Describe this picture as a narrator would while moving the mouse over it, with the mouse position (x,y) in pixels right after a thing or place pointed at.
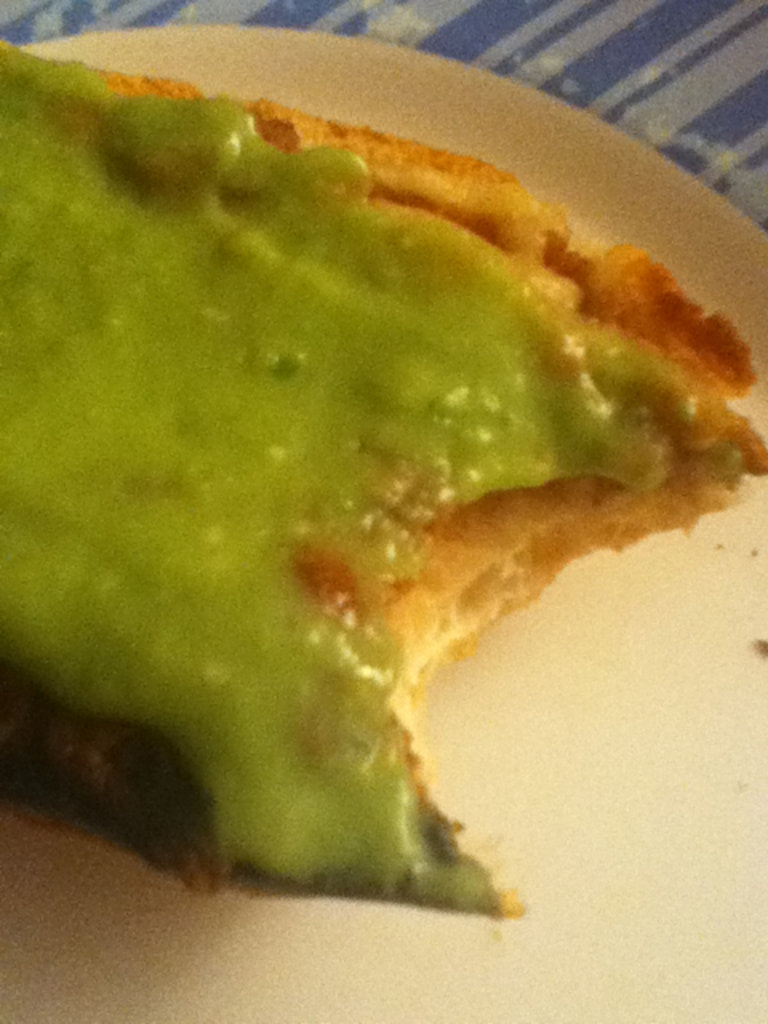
This image consist of food (319,639) which is on the plate (585,649) in the front (598,528).
